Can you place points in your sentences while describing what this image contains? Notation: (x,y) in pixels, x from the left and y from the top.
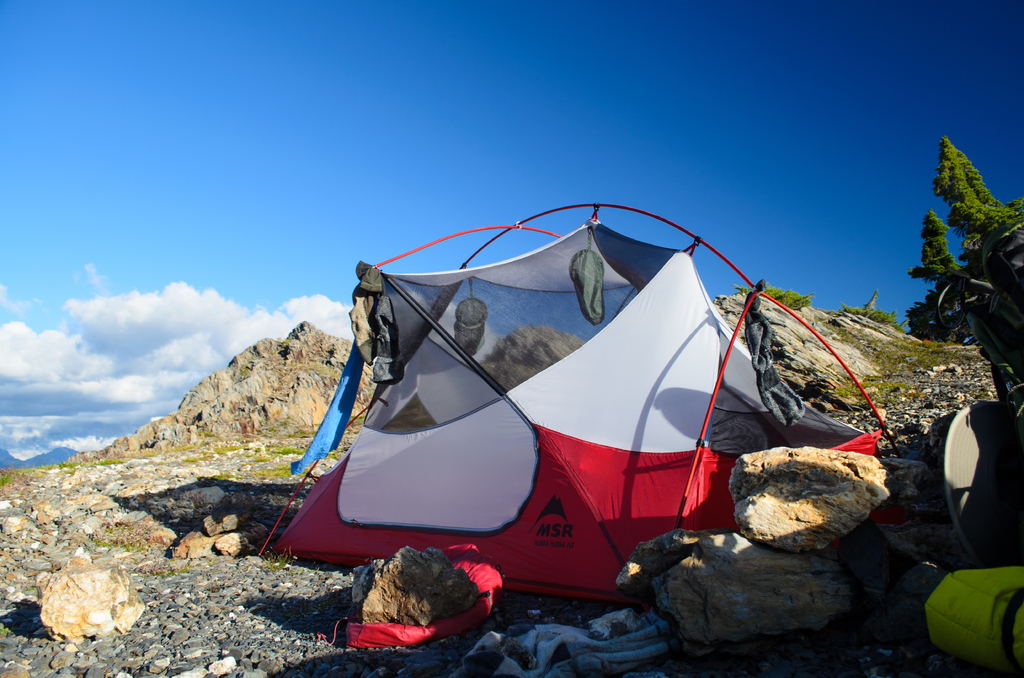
In this picture we can see red and white color camping tent (616,439) placed on the ground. Behind there are some mountains (207,410) and trees (978,245). On the top (356,138) we can see the sky (408,161) and clouds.
